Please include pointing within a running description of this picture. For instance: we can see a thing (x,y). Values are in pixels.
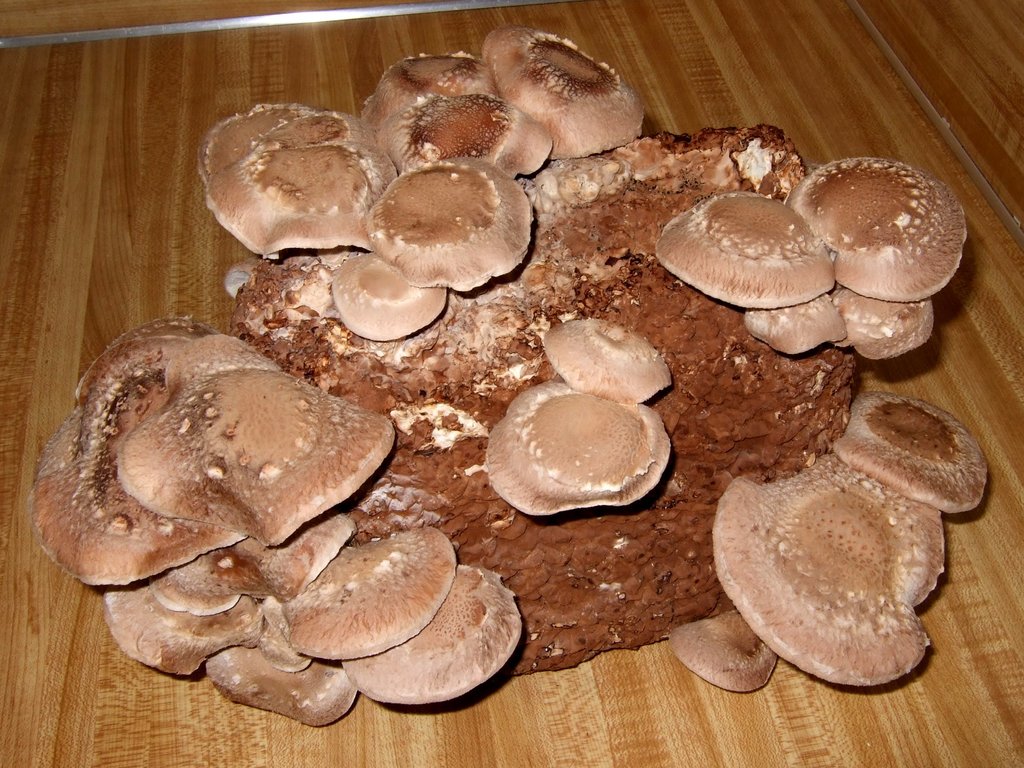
In this picture I can see few mushrooms (630,397) on the block (543,326) and the block (510,347) is on the table (52,144).
